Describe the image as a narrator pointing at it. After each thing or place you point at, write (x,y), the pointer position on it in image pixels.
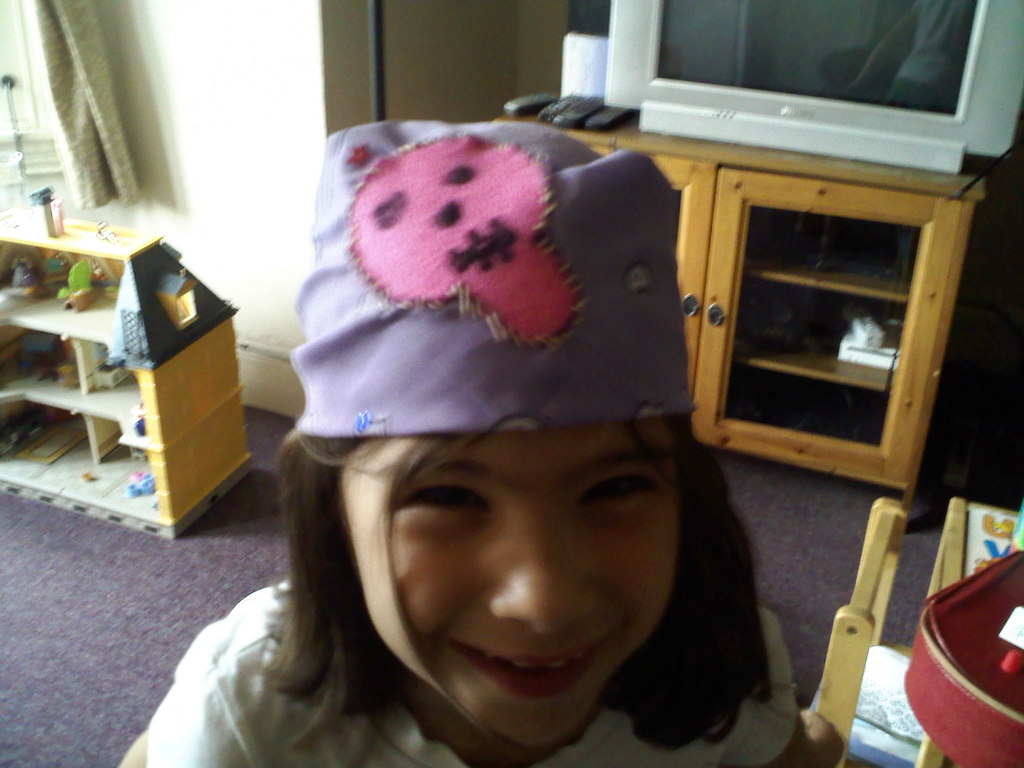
At the bottom (438,654) we can see a kid (520,431) and there is a cap (460,415) on the head (394,497). In the background (783,46) there is a TV (665,43) and remotes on a cupboard table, pole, curtain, wall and on the right side (890,681) there is an object (930,702) on a table (890,681) and chair (926,743). On the left side (86,401) there are objects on the racks (60,306) on the floor (42,729).
